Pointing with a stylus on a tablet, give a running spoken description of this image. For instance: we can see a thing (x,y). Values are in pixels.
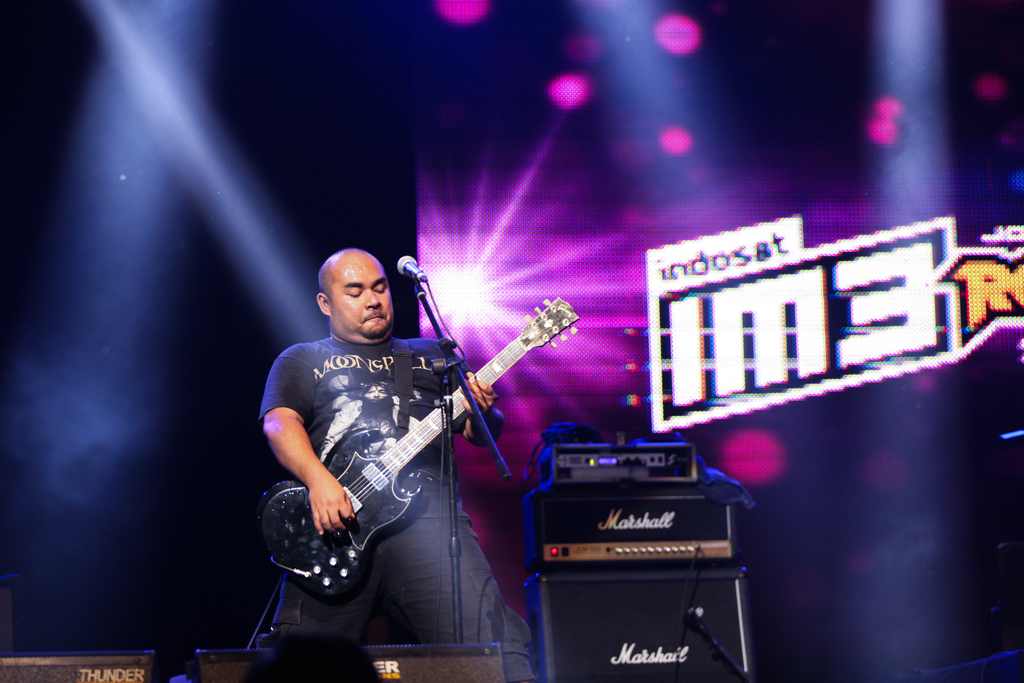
In this image in the center (354,374) there is one person (441,532) who is holding a guitar (409,450) in front of him there is one mike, and beside him there are some speakers (619,574) and wires (573,443) and some sound systems (623,460). In the background (842,366) there is a screen (832,336).
